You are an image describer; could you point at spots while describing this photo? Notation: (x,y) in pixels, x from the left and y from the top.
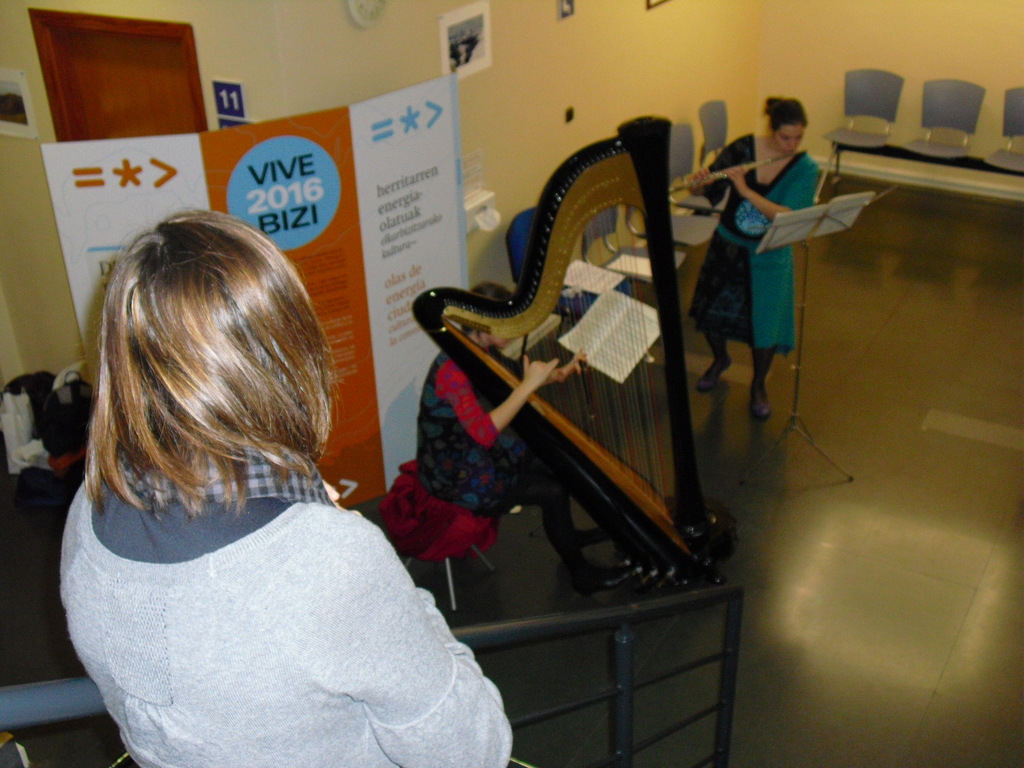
As we can see in the image there is a banner (341,279) and yellow color wall (571,92). There are photo frames (468,54), few people (209,650), books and chairs (716,134). These two are playing musical instruments (471,358).
